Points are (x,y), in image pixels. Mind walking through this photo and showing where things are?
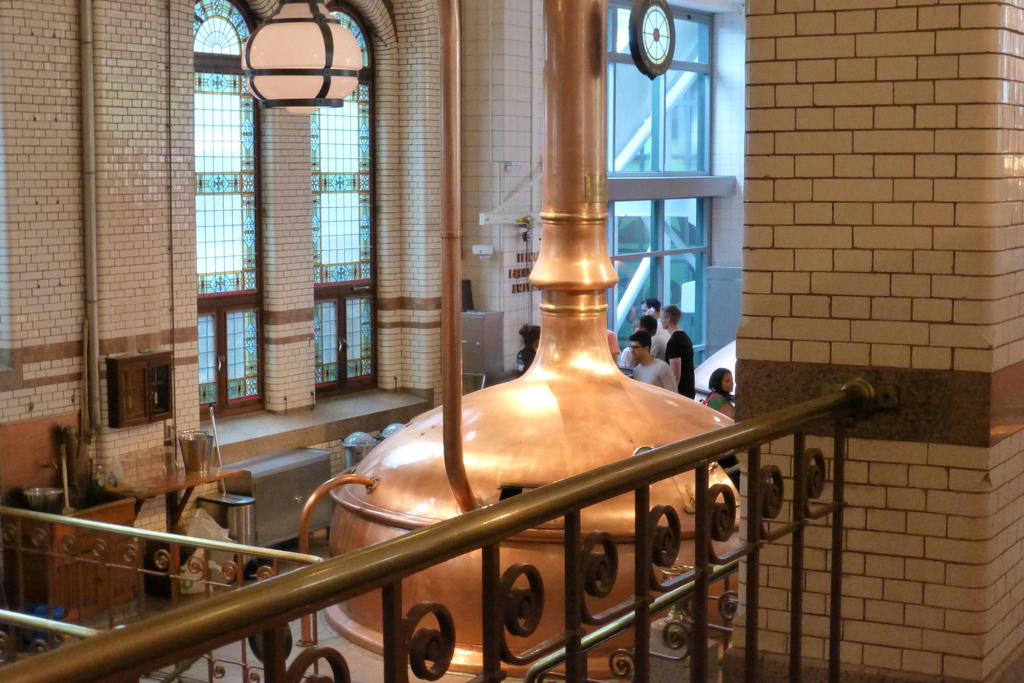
In the image I can see fence (552,483), people (661,356) and some other objects (640,401) on the ground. In the background (341,243) I can see framed glass wall (236,278), pipes (88,256) attached to the wall (133,192) and some other objects (587,441).
